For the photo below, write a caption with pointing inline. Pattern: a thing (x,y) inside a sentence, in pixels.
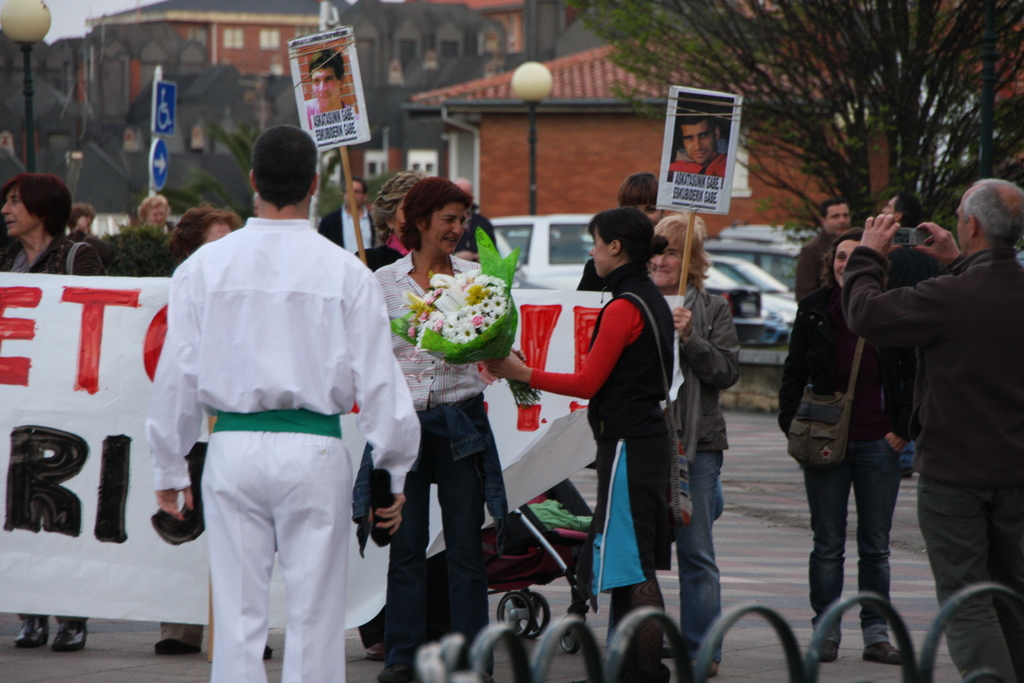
In this image, we can see persons (604,339) wearing clothes (286,280). There are two persons (668,221) in the middle of the image (679,248) holding boards (699,153). There is a banner (46,410) on the left side of the image (146,396). There is a roof house (405,24) at the top of the image (549,131). There is a tree (668,56) in the top right of the image (884,67). There is a person (647,489) in the middle of the image (596,391) holding bouquet (501,314) with her hand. There is a street lamp (14,39) in the top left (16,25) and at the top of the image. There is a metal rod (622,625) in the bottom right of the image (819,654).
